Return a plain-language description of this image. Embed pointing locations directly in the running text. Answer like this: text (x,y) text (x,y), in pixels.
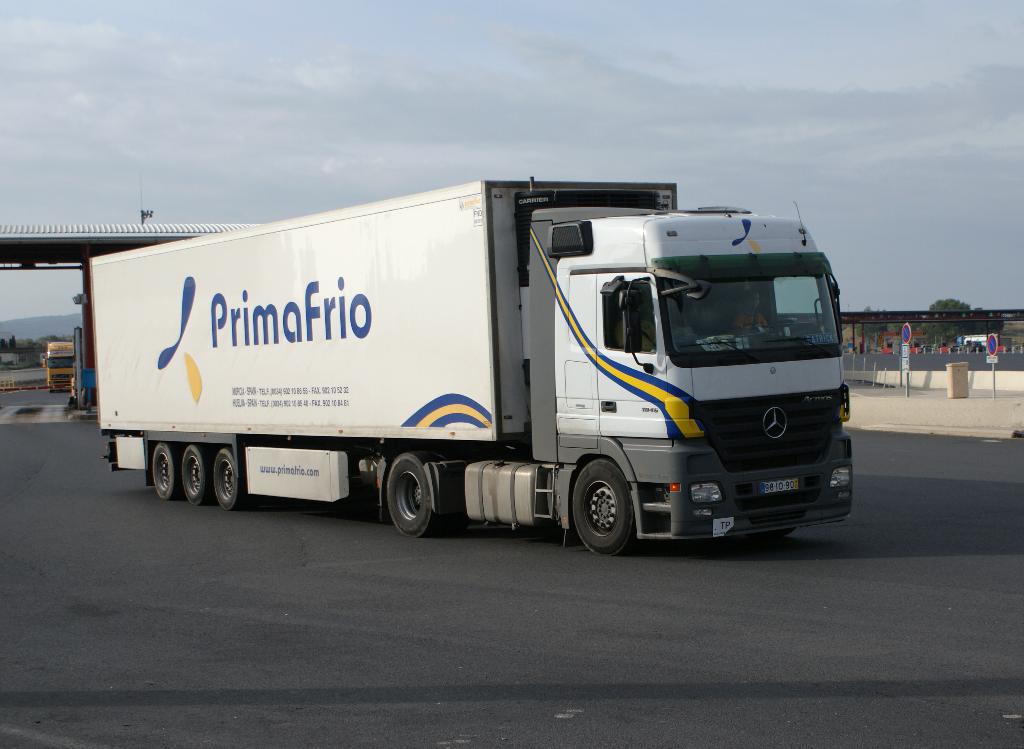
In this image we can see the white color truck (330,463) moving on the road (199,598). In the background (996,343), we can see a few more vehicles (56,347) on the road (23,392), caution boards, dustbins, wall (1003,386), trees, hills (35,323) and the sky (451,135) with clouds (35,142).
